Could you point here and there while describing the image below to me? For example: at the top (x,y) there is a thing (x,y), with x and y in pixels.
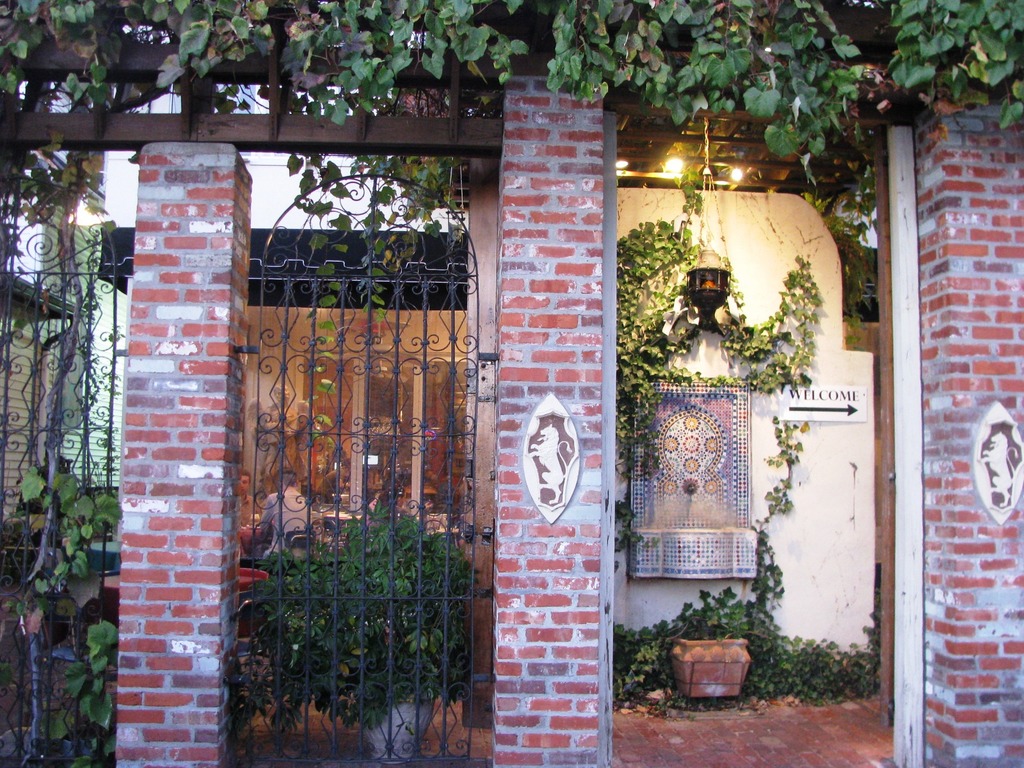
In this image we can see the walls (540,393) and there are fences (391,635) attached to the wall (543,621). And we can see the trees (398,529) and rods (364,544). We can see the window (305,395), through the window (345,492) there are two persons (287,499) sitting. And we can see the wall (829,423) with a design (710,541) and creeper plants (760,635) and there are potted plants (695,645).
